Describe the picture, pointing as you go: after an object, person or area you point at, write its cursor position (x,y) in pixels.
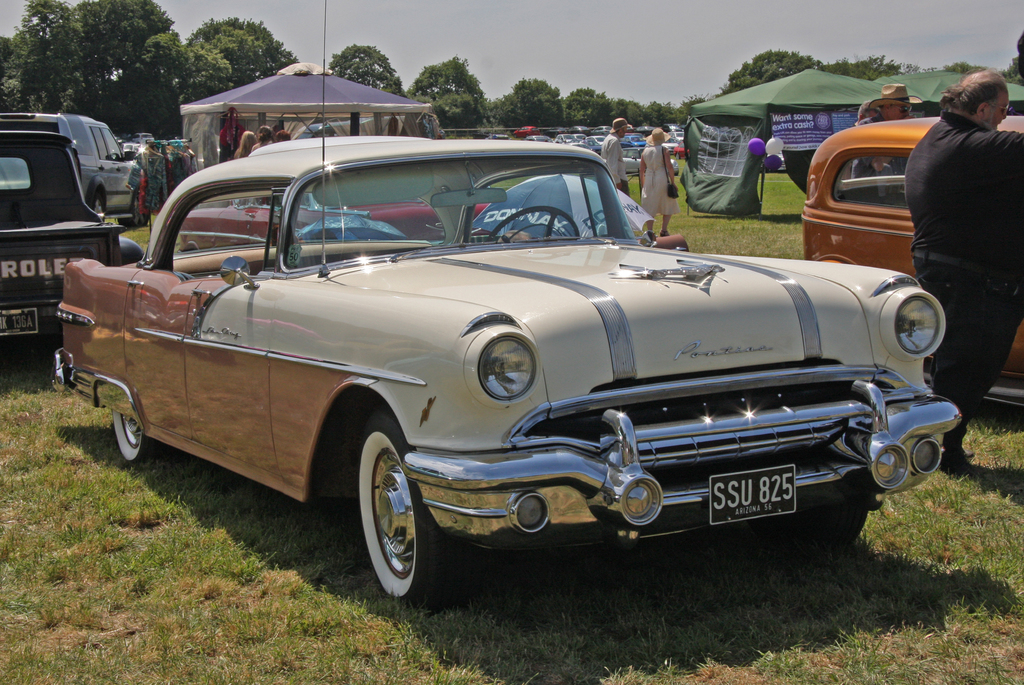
In the picture we can see a vintage car (297,494) on the grass surface (181,488) and behind it we can see some cars (25,284), tents (812,78) and some people (650,212) are standing and in the background (12,106) we can see trees (767,78) and sky (590,7) behind it.
